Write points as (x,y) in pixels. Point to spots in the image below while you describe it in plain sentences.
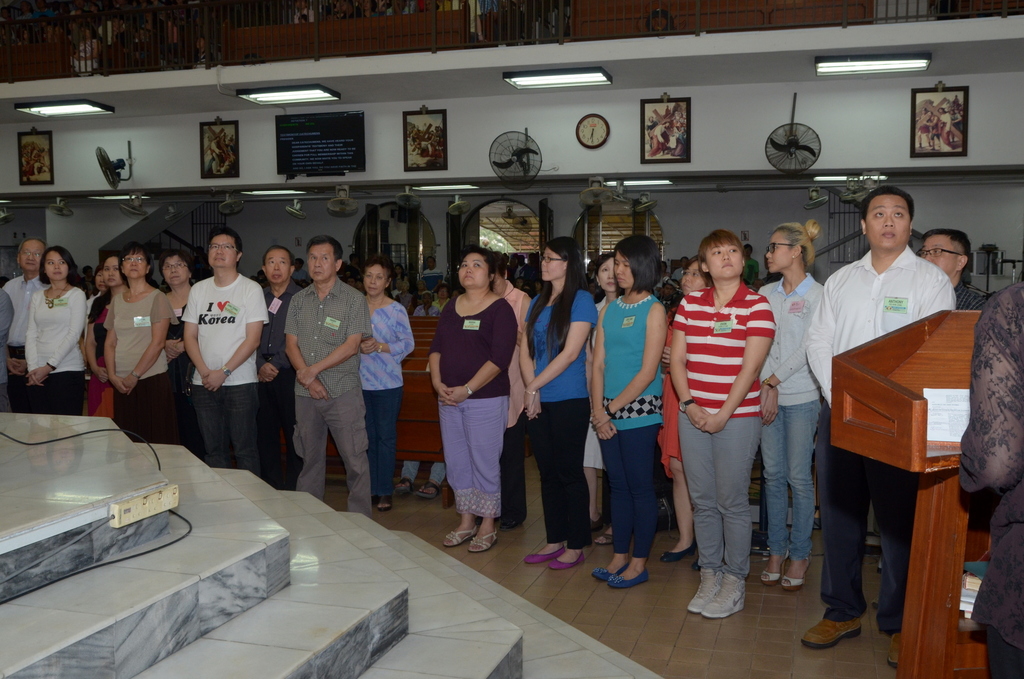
Here men (215,407) and women (488,419) are standing, there are photo frames (681,138) on the wall (721,132), there is clock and fan (507,177), these are lights (472,185) and stairs (381,595).
